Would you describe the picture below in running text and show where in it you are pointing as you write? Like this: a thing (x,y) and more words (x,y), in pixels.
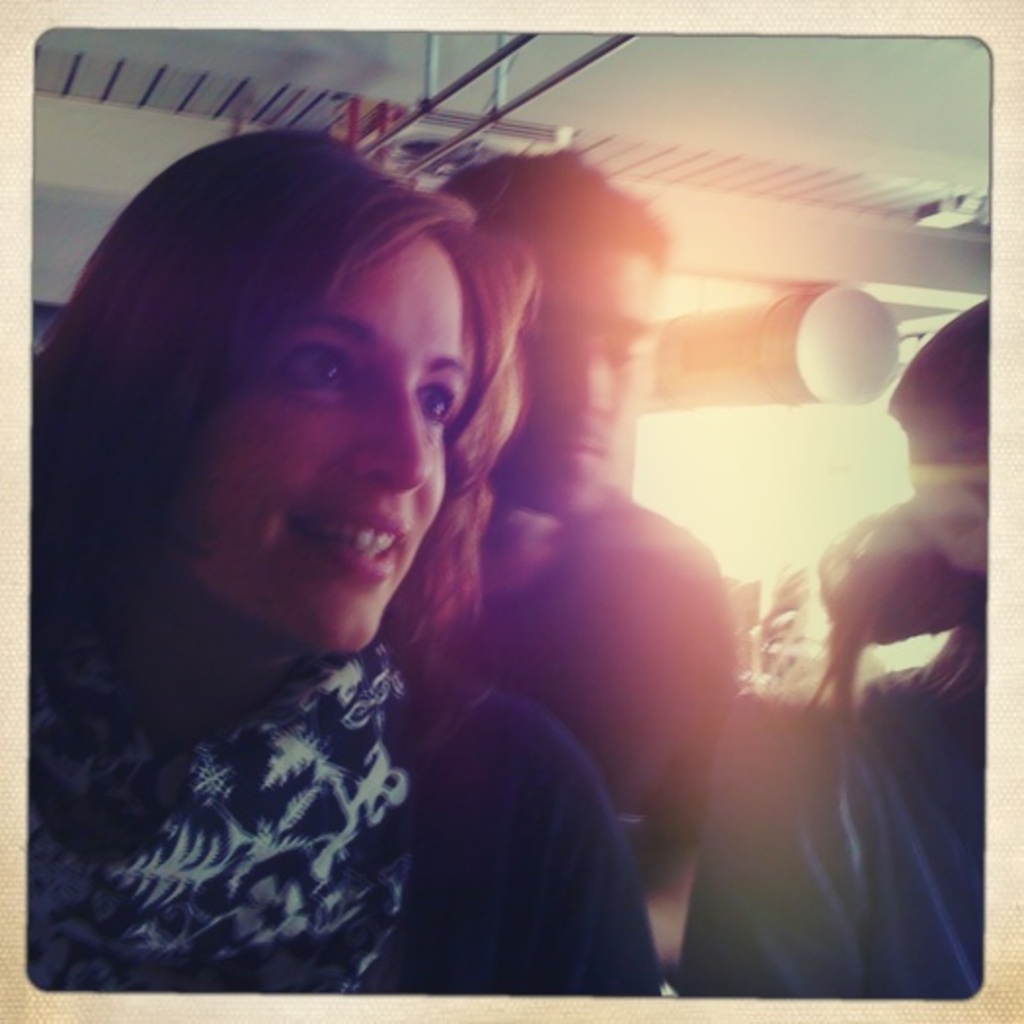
In this image we can see a man (483,645) and a woman (400,730).
